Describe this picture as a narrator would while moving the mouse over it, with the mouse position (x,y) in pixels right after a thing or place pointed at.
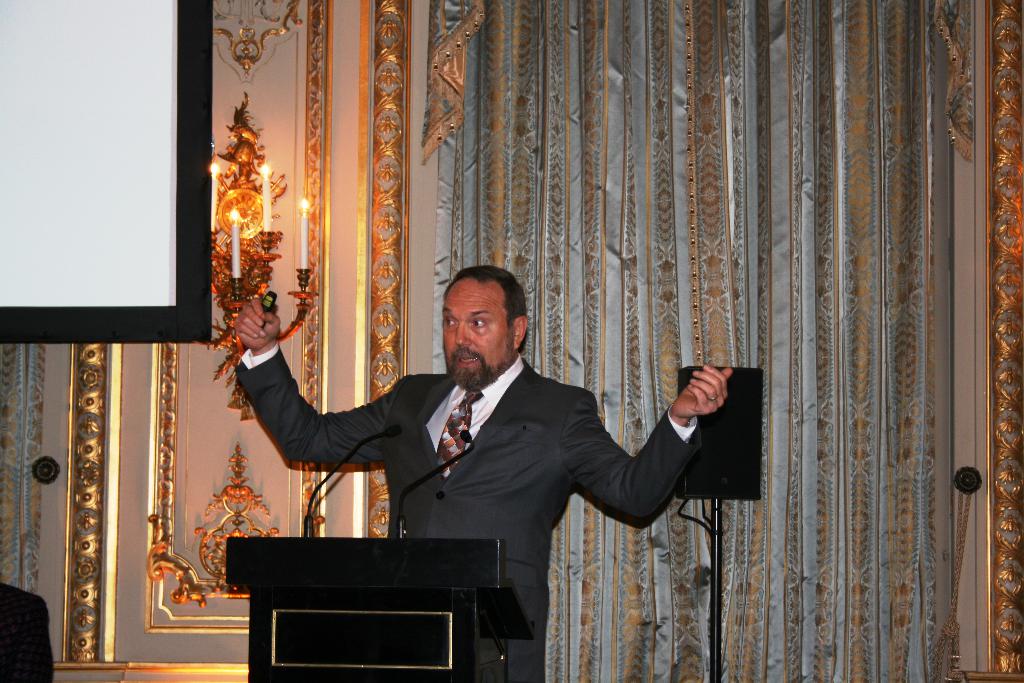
In this image we can see a person (420,422) standing. And we can see the podium (368,570). And we can see the curtain (560,271), candle holder (250,170). And we can see the microphone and the screen (102,190).
